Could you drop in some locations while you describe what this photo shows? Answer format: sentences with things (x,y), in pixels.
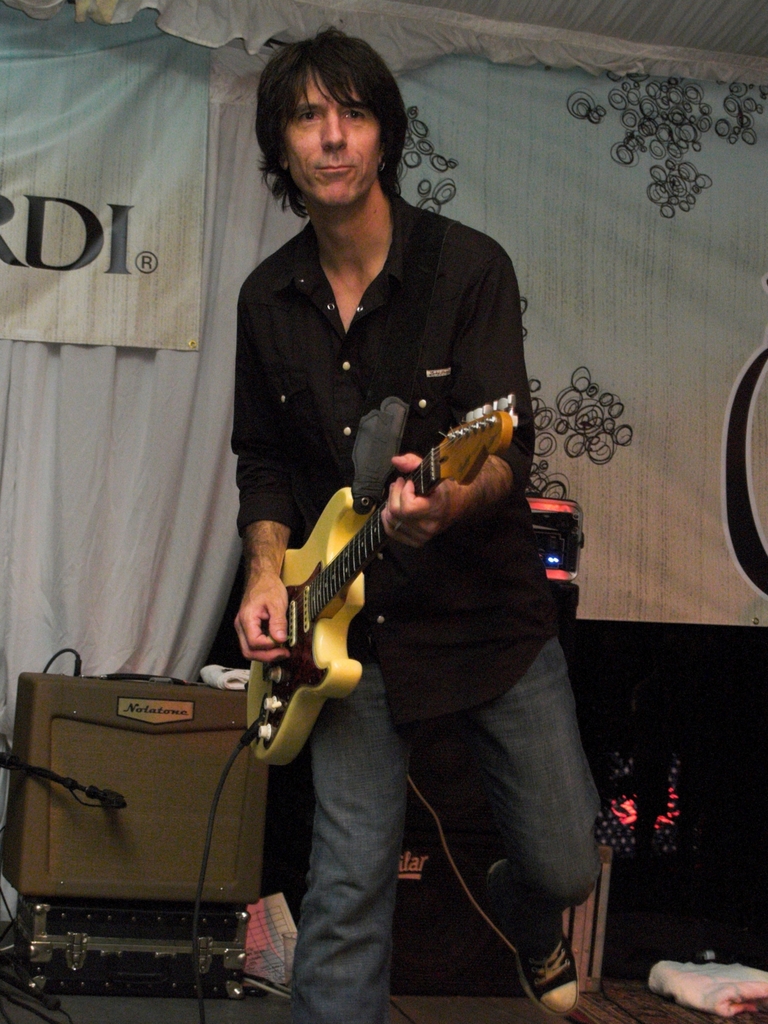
This man (496,663) wore black shirt (407,440) and playing guitar (304,567). A banner (70,181) on curtain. These are devices (132,888) and box (143,931).
